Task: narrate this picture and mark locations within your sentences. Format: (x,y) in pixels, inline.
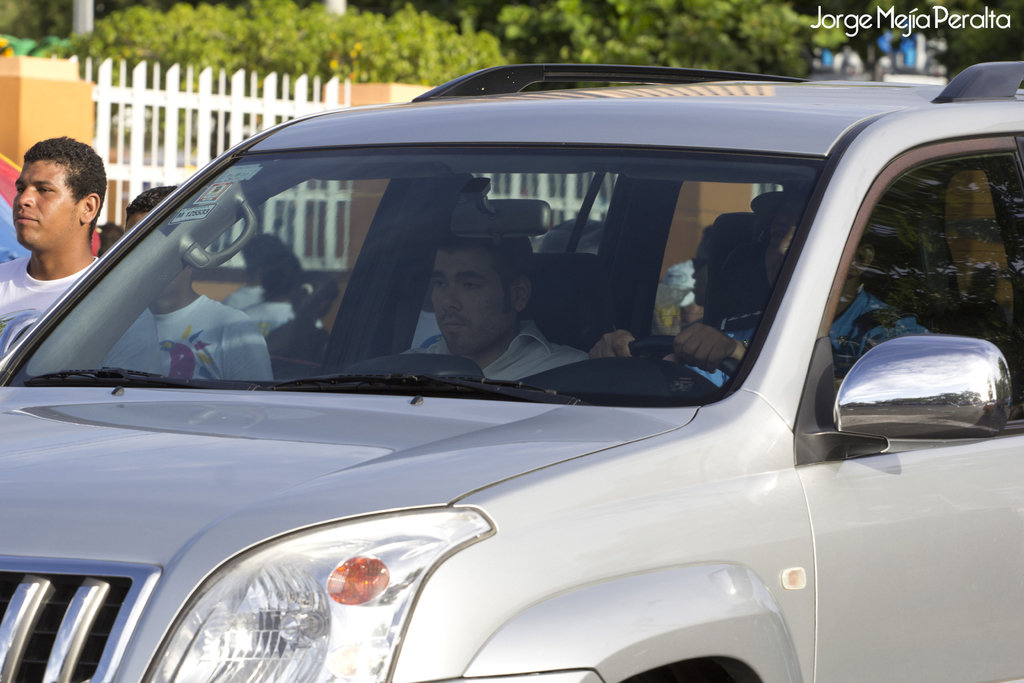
There are two people (482,313) sitting inside the car (726,404). This car (293,449) is of silver color. There are people (76,187) standing beside the car (174,195). At background (156,49) I can see trees (642,26) and wooden fencing (248,104).
